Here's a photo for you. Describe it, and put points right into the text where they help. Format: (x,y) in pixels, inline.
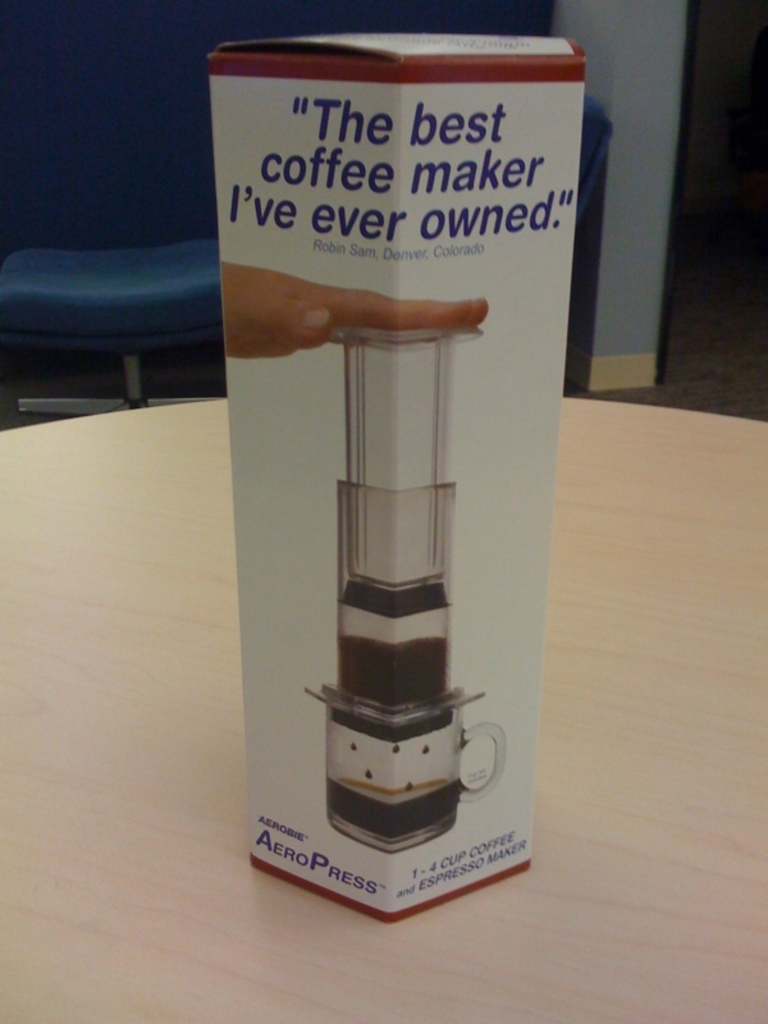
In this image, we can see a box (346,690) is placed on the wooden surface (676,416). On the box (439,702), we can see glass objects (409,662), human hand (259,298) and text (539,199). Background (744,280) we can see a chair (163,305), floor (713,357) and wall (606,79).
